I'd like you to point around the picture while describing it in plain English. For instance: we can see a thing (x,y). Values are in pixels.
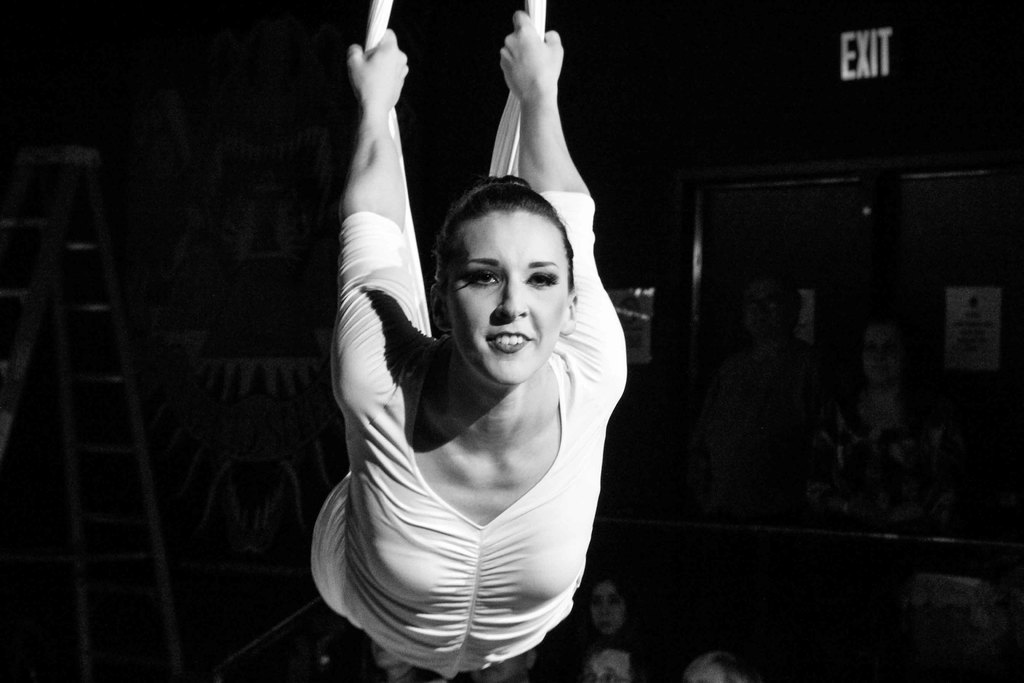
In this picture there is a woman (484,307) holding clothes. In the background of the image (229,243) it is dark and we can see people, ladder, posters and board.
